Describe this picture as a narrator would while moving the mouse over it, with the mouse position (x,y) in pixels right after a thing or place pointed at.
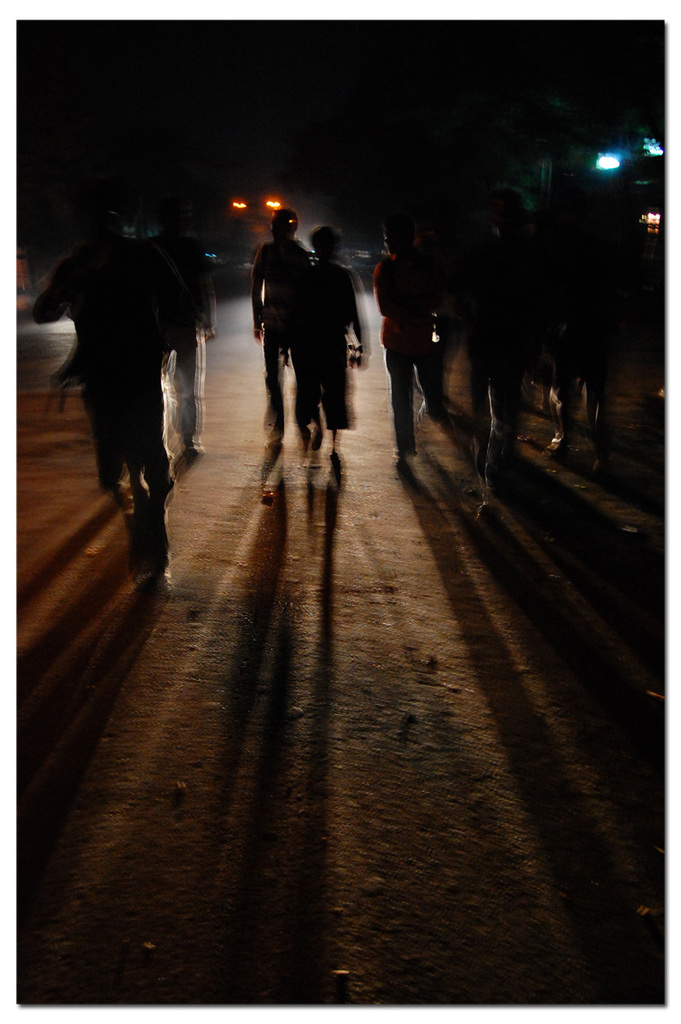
In this picture there are few persons (292,292) walking on the road (199,542) and there is a light (238,328) behind them and there are few other lights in the background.
